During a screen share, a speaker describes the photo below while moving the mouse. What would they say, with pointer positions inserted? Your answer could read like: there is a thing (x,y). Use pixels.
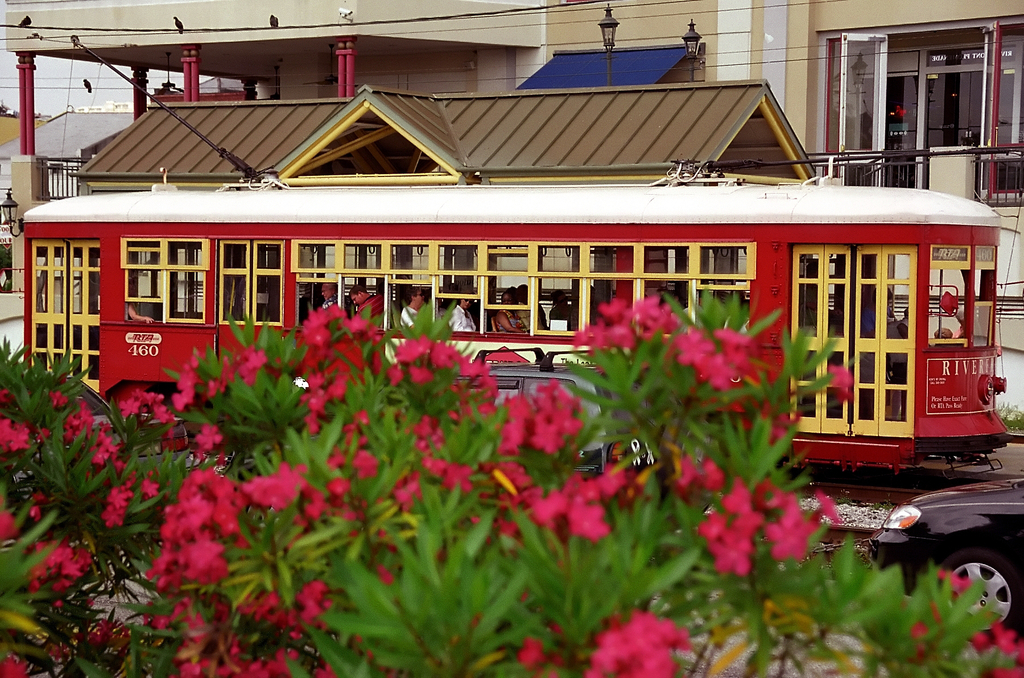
In this image there are flower plants (385,446), behind the flower plants (123,502) there are cars (934,527) on a road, in the background (841,336) there is a train (248,267) on a track (859,481) and there are houses (366,107).
